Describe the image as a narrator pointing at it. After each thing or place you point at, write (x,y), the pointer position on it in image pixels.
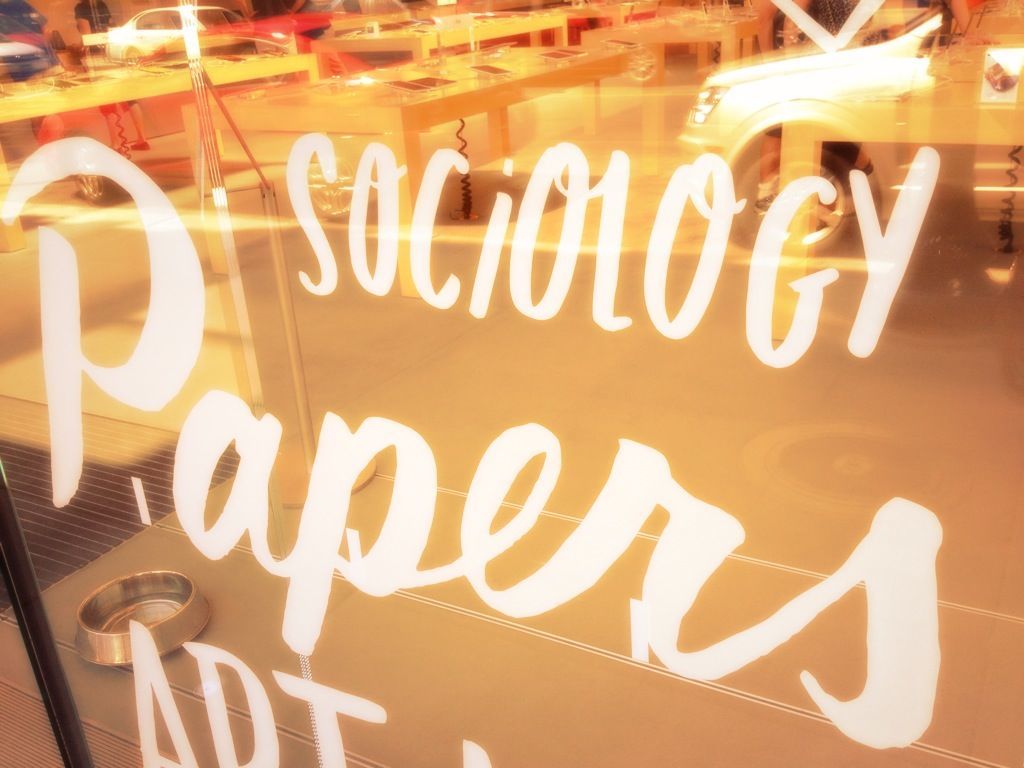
In this image we can see some text (259,424) on the glass (199,435). Behind the glass (546,581), we can see tables (440,118), bowl (153,615), mat (97,485) and car (758,134).
